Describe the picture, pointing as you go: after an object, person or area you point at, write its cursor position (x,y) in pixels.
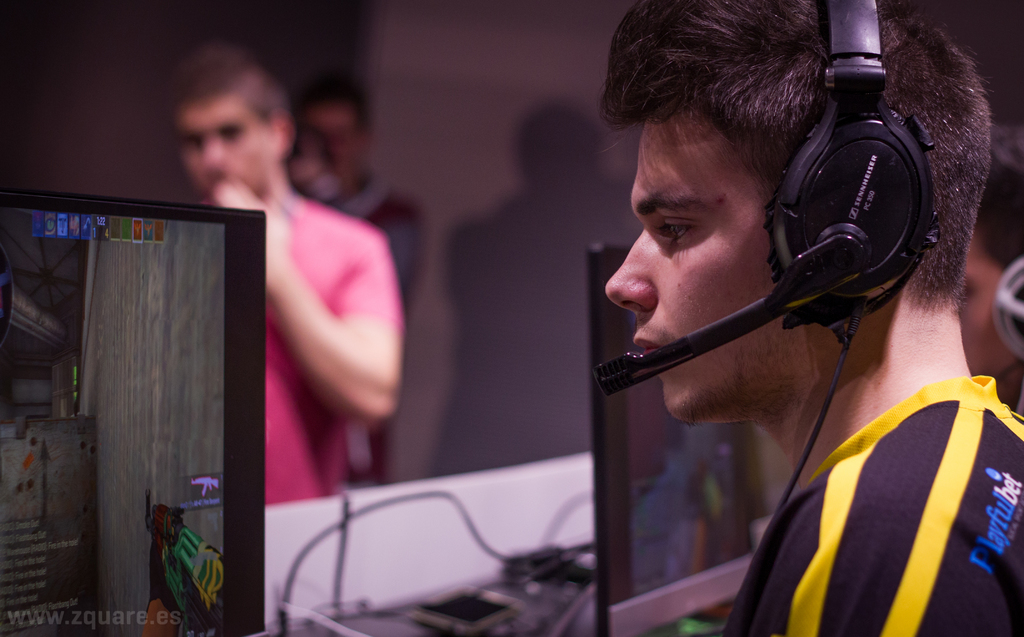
In the foreground of this image (829,501), on the right (848,437), there is a man (848,367) wearing a headset (803,297). In front of him, there is a screen (218,442). In the background (990,321), there is another person (997,345) sitting in front of a screen (639,557). Behind the screen (153,315), there are two people (361,280) blurred and it seems like a wall (454,152) behind it.
